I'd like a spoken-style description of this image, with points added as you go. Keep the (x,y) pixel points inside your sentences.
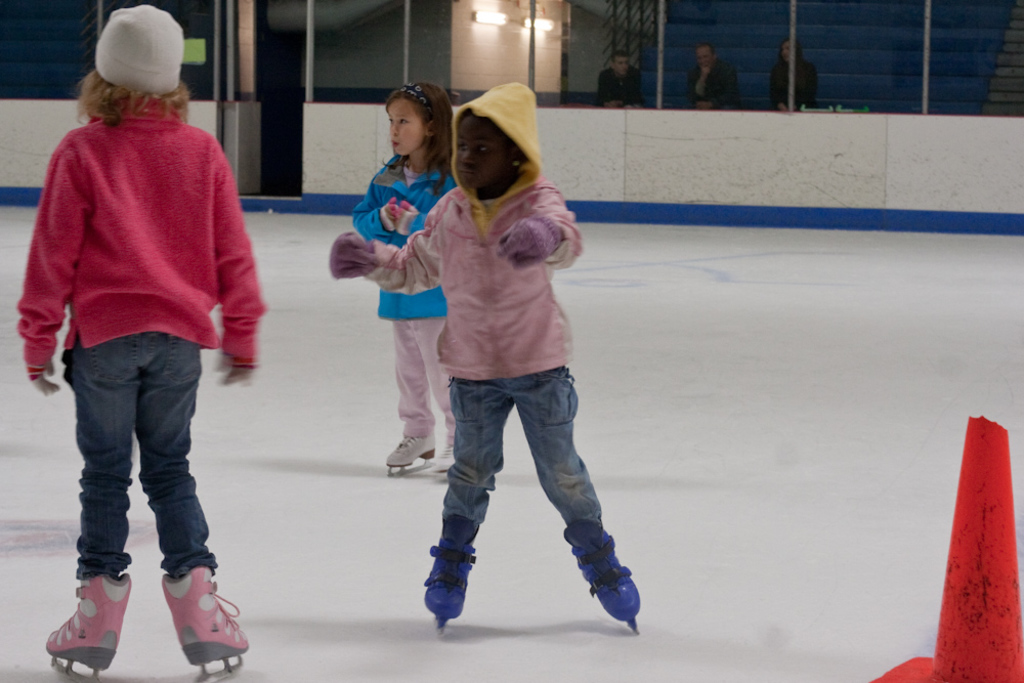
In this picture we can see three persons (436,375) are figure skating, at the right bottom (1003,608) there is a cone (1003,614), in the background (712,65) we can see three persons (801,60) and two lights (481,22).
